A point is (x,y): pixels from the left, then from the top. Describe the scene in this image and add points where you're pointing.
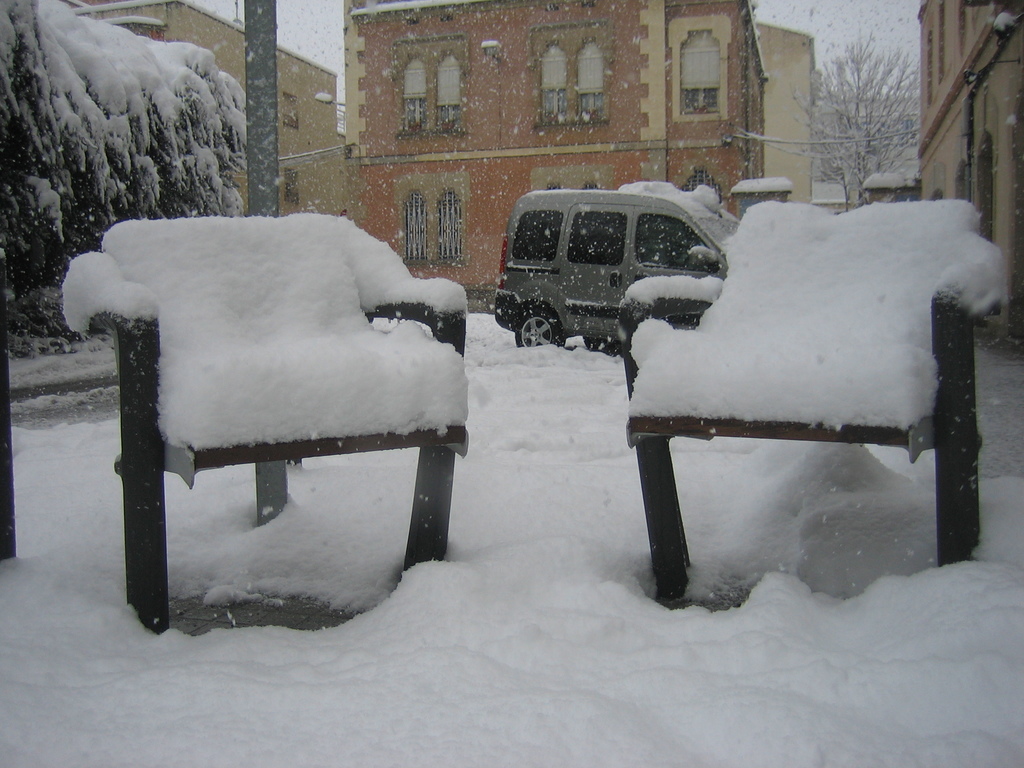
This image is clicked outside. Everywhere there is snow (519,508). There are two chairs (425,484) in the middle (394,293). Back side there is a vehicle (604,217). Behind that vehicle (587,215) there is a building (719,143) on the top right corner (959,184) there is a building (957,54). There are street lights (330,102) to that building (733,60). There is a tree (842,115) on the top right corner (872,154). There are Windows (412,117) to that buildings (625,112).
